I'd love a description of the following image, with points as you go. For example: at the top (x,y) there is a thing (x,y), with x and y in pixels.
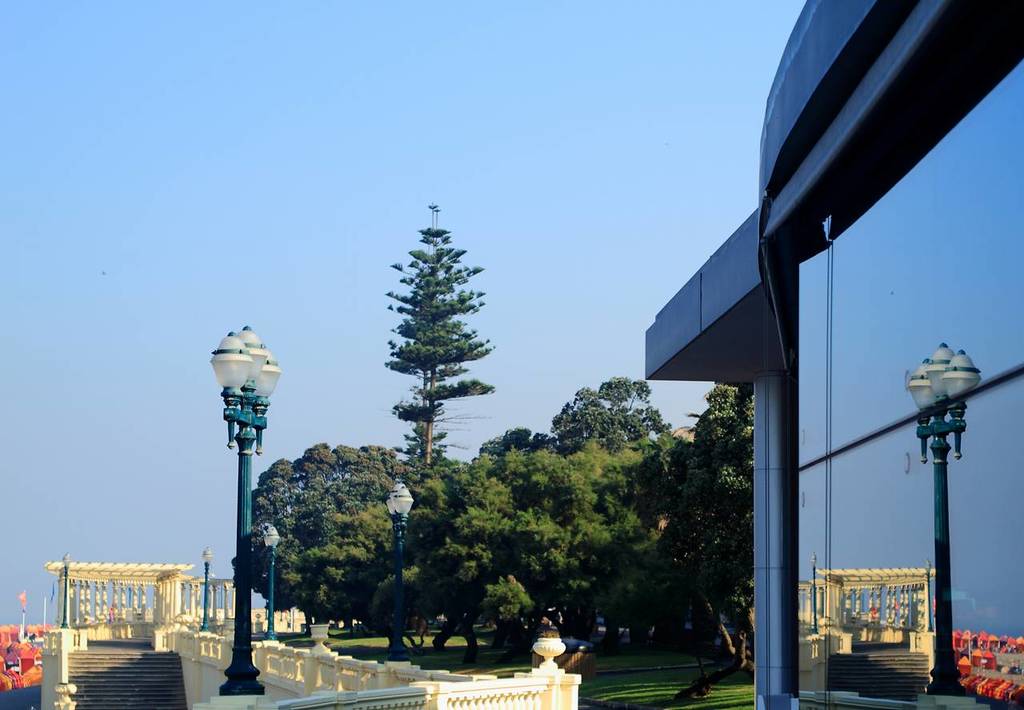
In this image we can see a building (850,500). On the left side (219,651) we can see a monument (130,636) with pillars (106,624) and stairs (145,686) and street poles (244,584) on it. We can also see some group of trees (268,477), grass (628,655) and the sky (351,336).
